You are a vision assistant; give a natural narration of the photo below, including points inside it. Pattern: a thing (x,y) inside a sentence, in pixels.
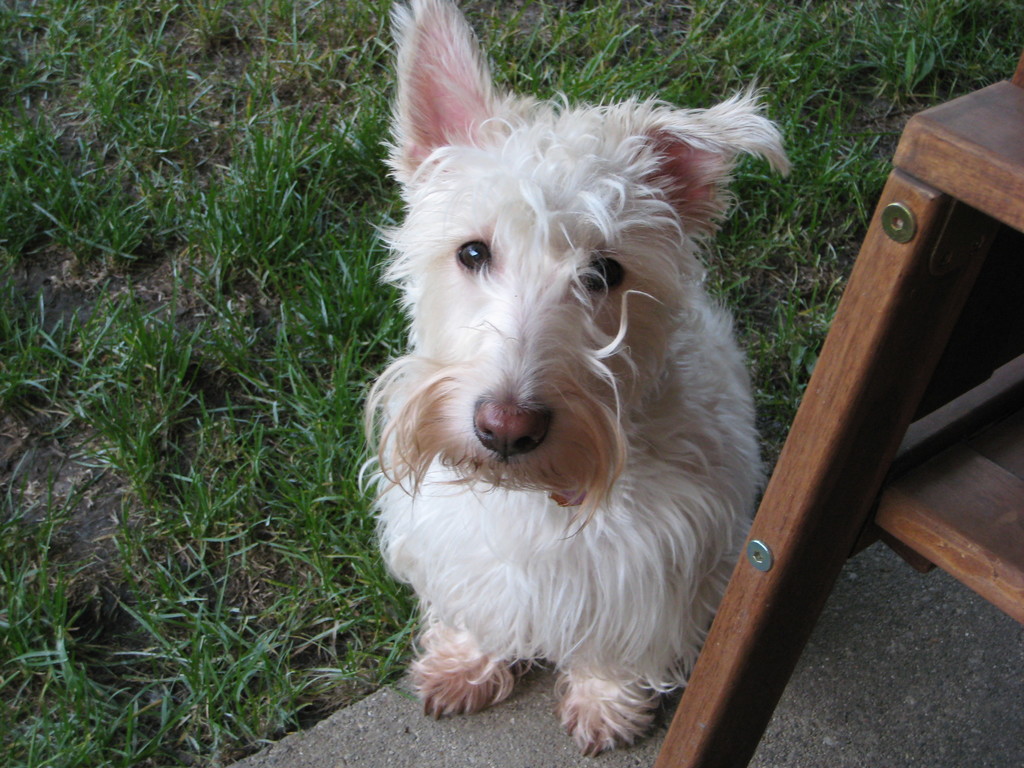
In this picture we can see a dog (584,538) sitting, on the right side (869,445) there is a table (869,445), we can see grass (219,348) at the bottom (42,598).
